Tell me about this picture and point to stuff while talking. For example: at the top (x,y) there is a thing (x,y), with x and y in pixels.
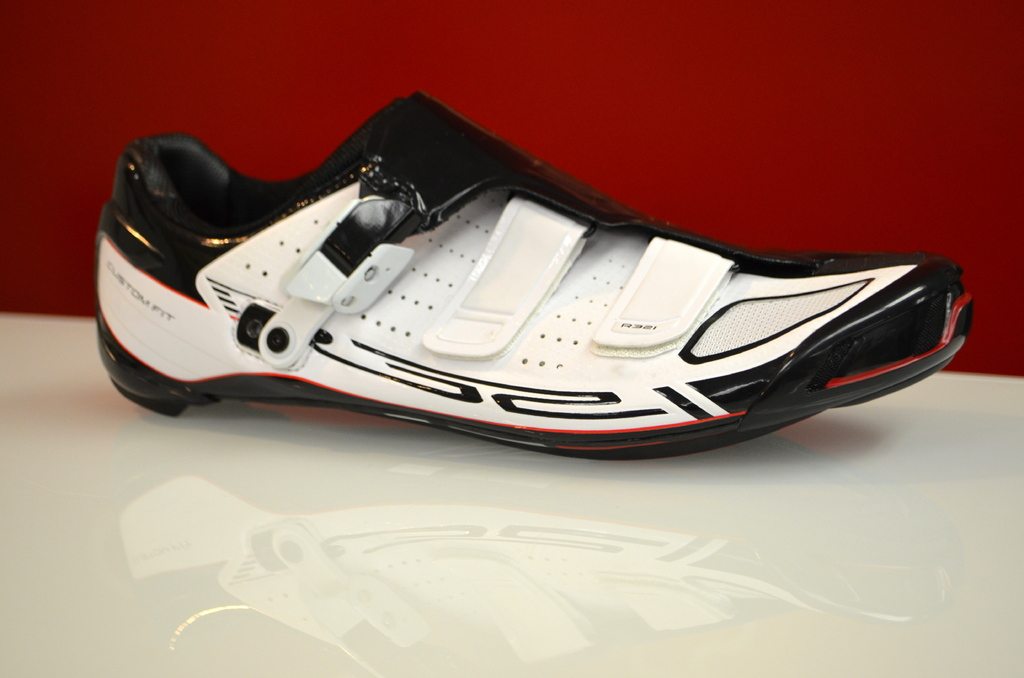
This image is taken indoors. At the bottom of the image (220,518) there is a table (256,524). In the middle of the image (359,238) there is a shoe (460,326) on the table (367,514). In the background (65,115) there is a wall (90,141). It is red in color.
